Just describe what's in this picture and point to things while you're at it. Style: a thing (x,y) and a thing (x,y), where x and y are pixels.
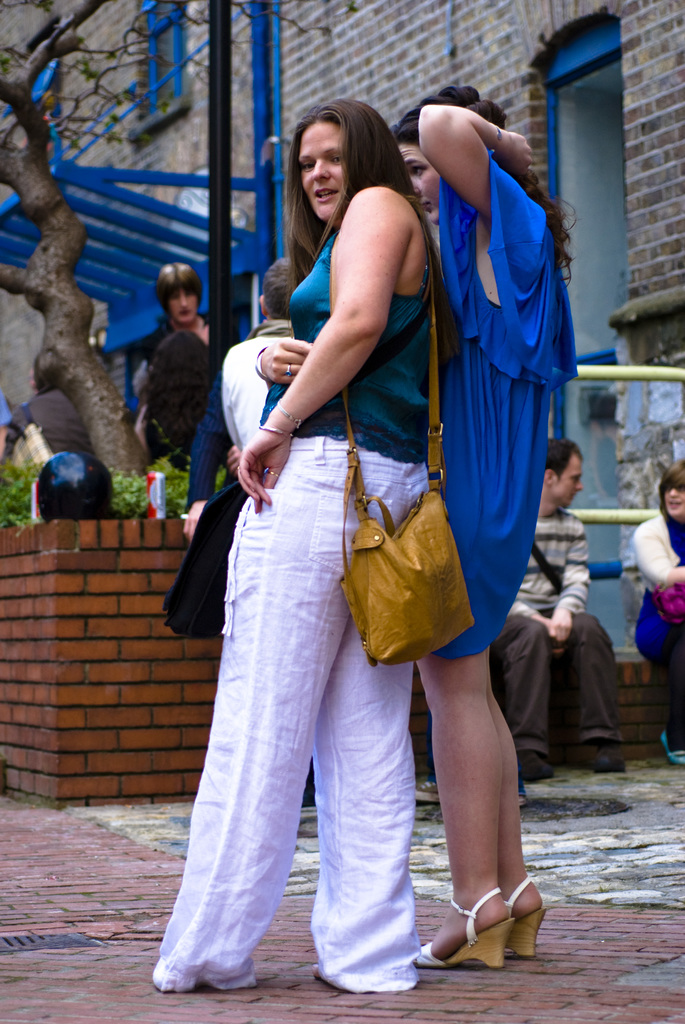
In this picture I can see few people (522,378) standing and two persons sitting on the wall (581,754). I can see plants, tree (92,386), and in the background (305,71) there is a building (619,58).
